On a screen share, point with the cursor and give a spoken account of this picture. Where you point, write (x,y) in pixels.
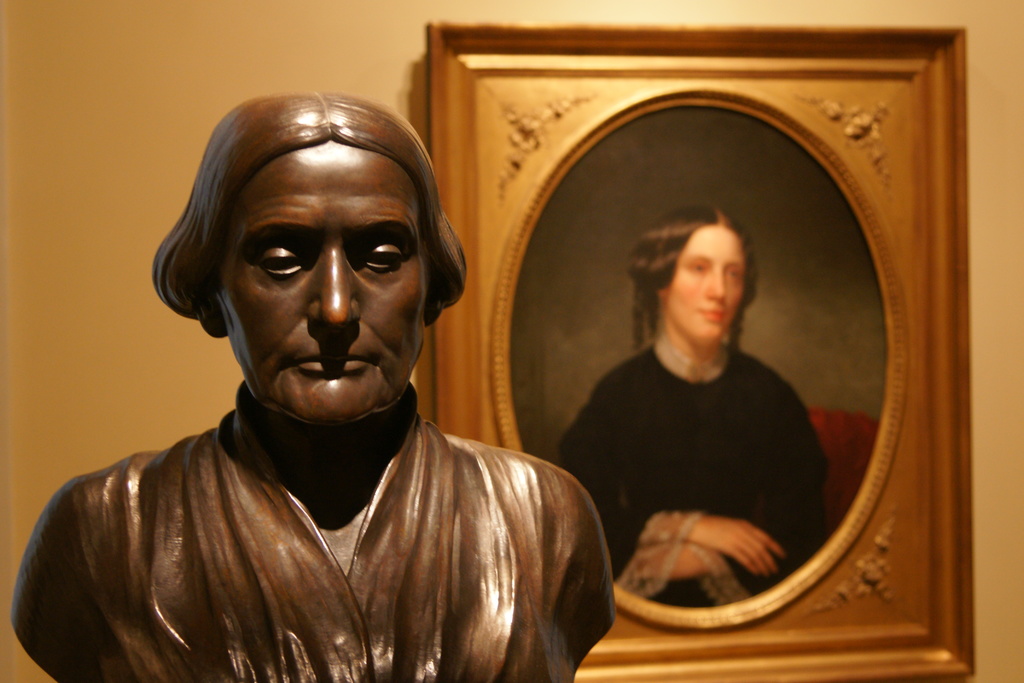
In this image I can see brown colour sculpture (86,677) over here. In background (808,631) I can see a frame (558,63) and I can also see depiction of a person (707,330).
